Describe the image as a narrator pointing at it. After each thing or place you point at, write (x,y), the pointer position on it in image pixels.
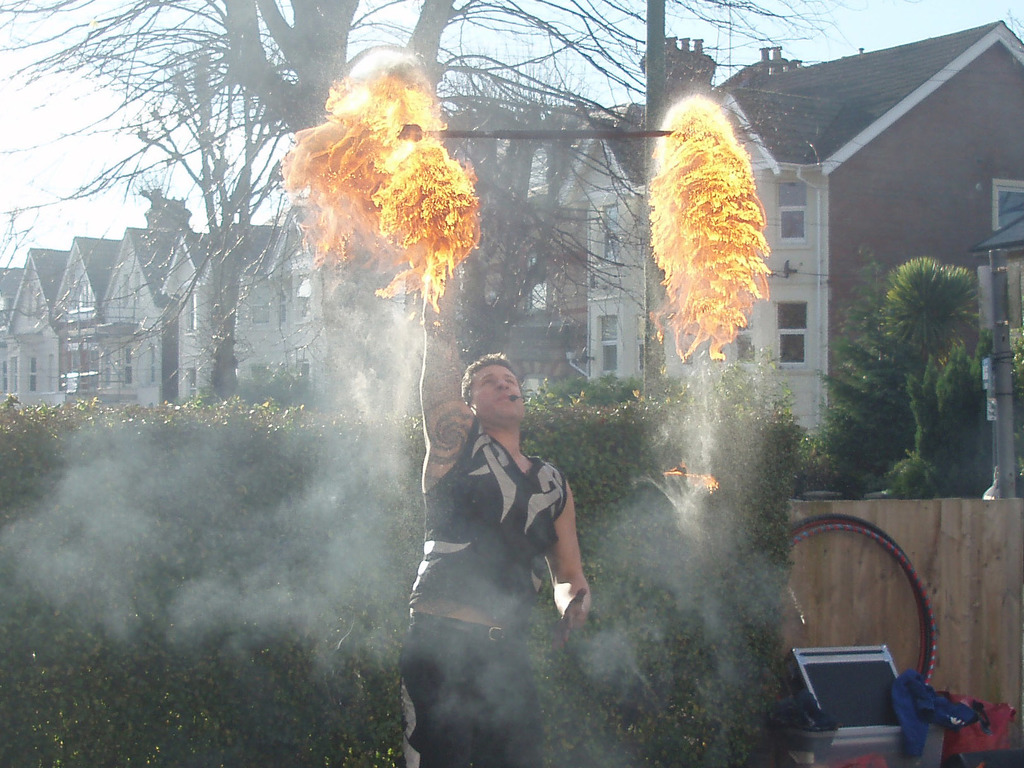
In this image we can see a person (487,474) and a stick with fire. Behind the person (436,450) we can see few plants (239,558), trees (482,270), buildings (841,281) and a wall (994,681). In the bottom right (860,668) we can see few objects (904,683). At the top (159,62) we can see the sky (31,166).
